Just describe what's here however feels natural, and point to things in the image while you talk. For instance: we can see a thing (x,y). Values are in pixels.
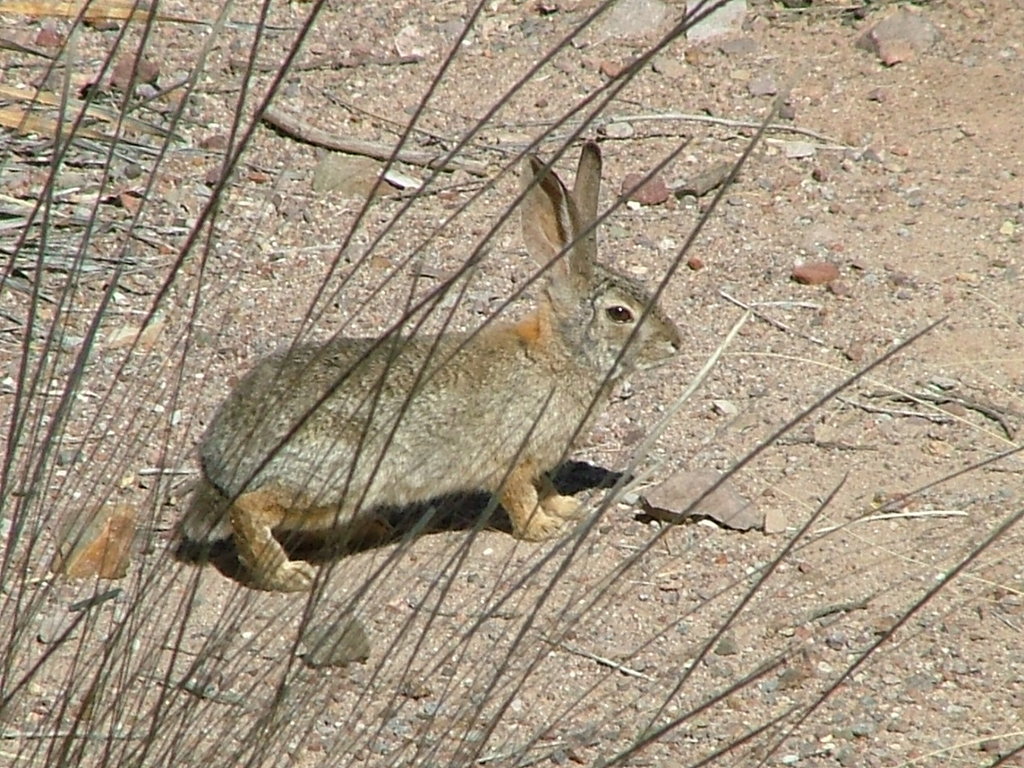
In the image, there is a rabbit (583,369) on the ground (768,458) and beside the rabbit (209,500) there are some dry plants (180,634).
